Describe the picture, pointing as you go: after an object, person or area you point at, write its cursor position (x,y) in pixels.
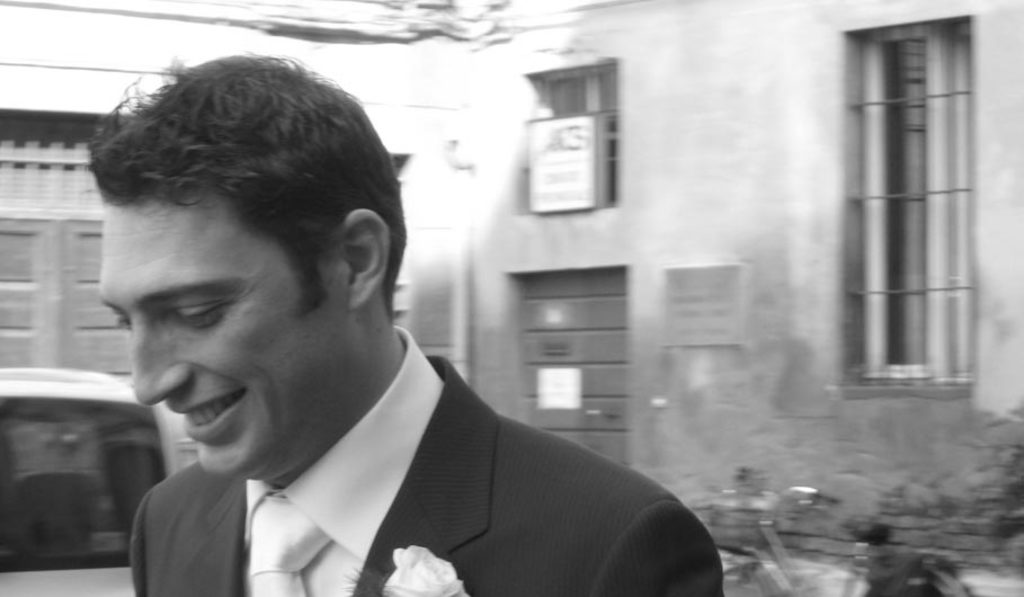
In the image there is a man (256,371), he is laughing and behind him there is a building (547,308) and in front of the building (703,158) there is a vehicle (28,456).
